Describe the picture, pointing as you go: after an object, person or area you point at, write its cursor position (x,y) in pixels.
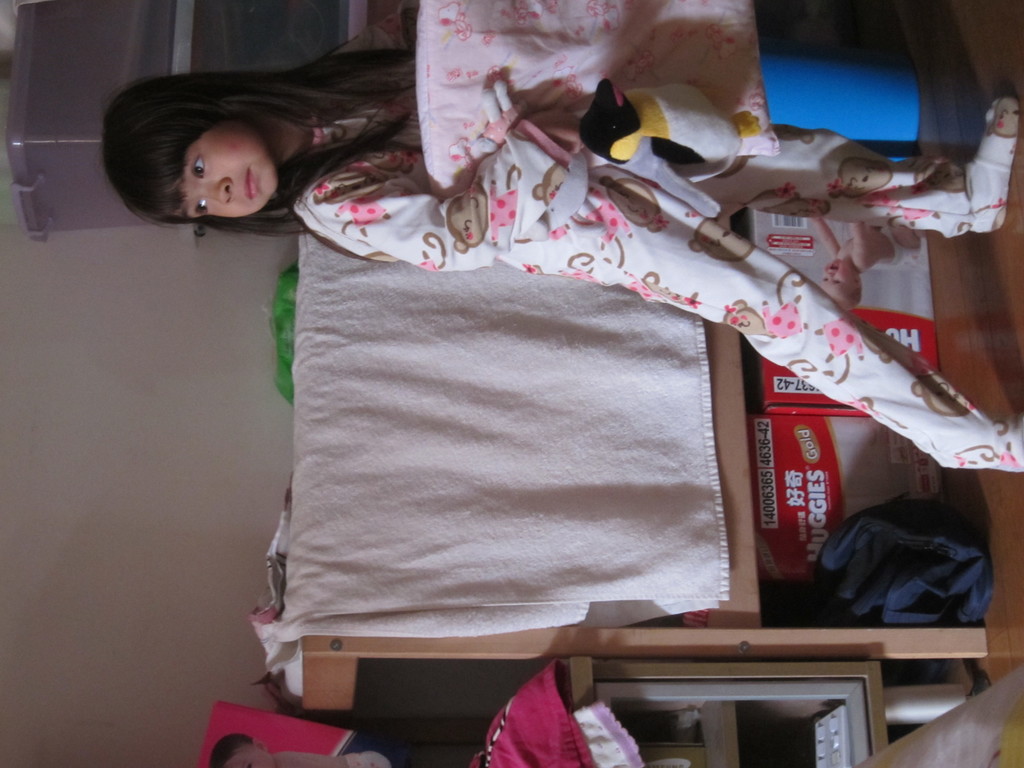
In this image we can see a girl (596,240) standing on the floor (941,345) and holding doll (657,103) and a pillow (518,68) in her hands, cardboard cartons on the floor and some objects (827,672) arranged in the racks (485,716).
